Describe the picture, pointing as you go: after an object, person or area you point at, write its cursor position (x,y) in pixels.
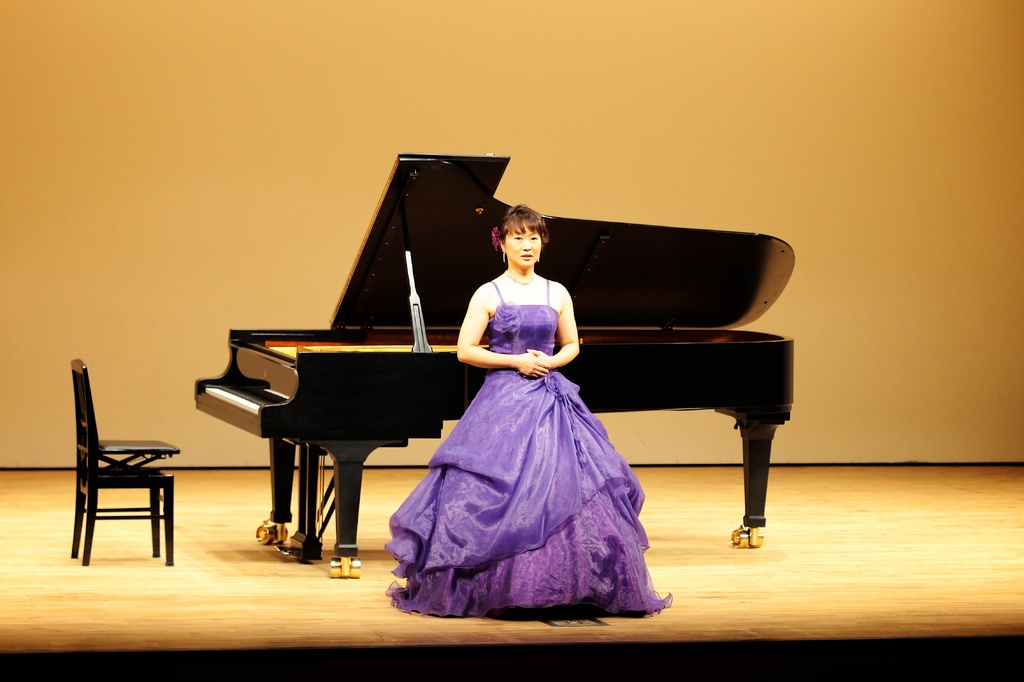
In this image woman (539,390) is standing in the middle (549,422). In the background (377,360) there is a piano (365,351) with the chair (80,403) on the left side (92,453).
